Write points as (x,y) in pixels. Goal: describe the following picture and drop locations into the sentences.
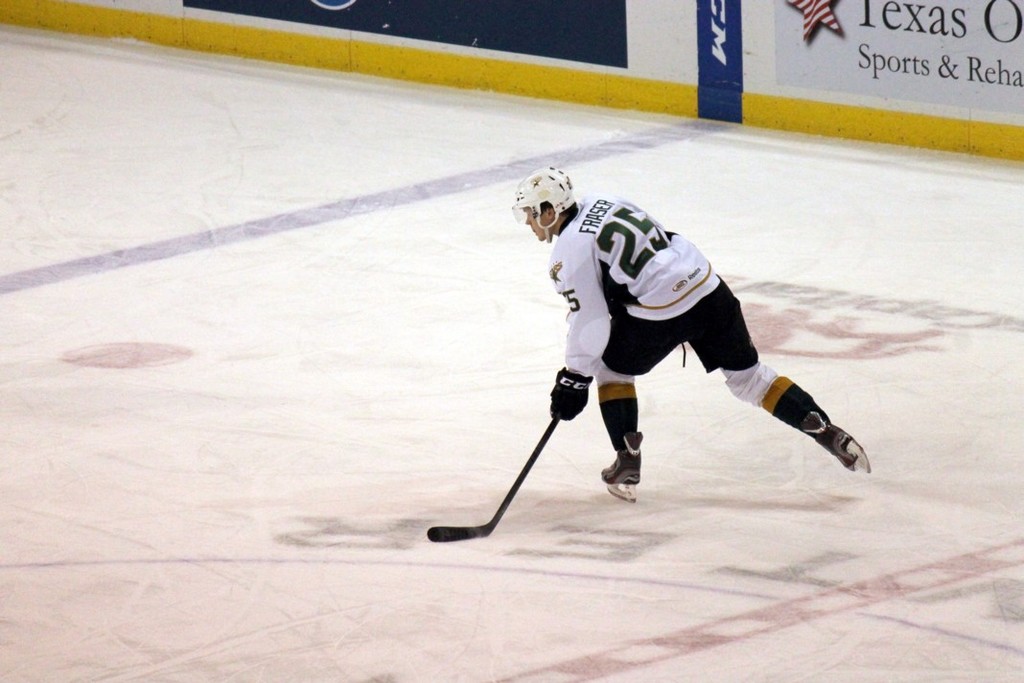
In this image, there is a person (626,273) wearing clothes (581,292) and playing ice hockey. This person (749,365) is holding a stick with his hand (571,407).
